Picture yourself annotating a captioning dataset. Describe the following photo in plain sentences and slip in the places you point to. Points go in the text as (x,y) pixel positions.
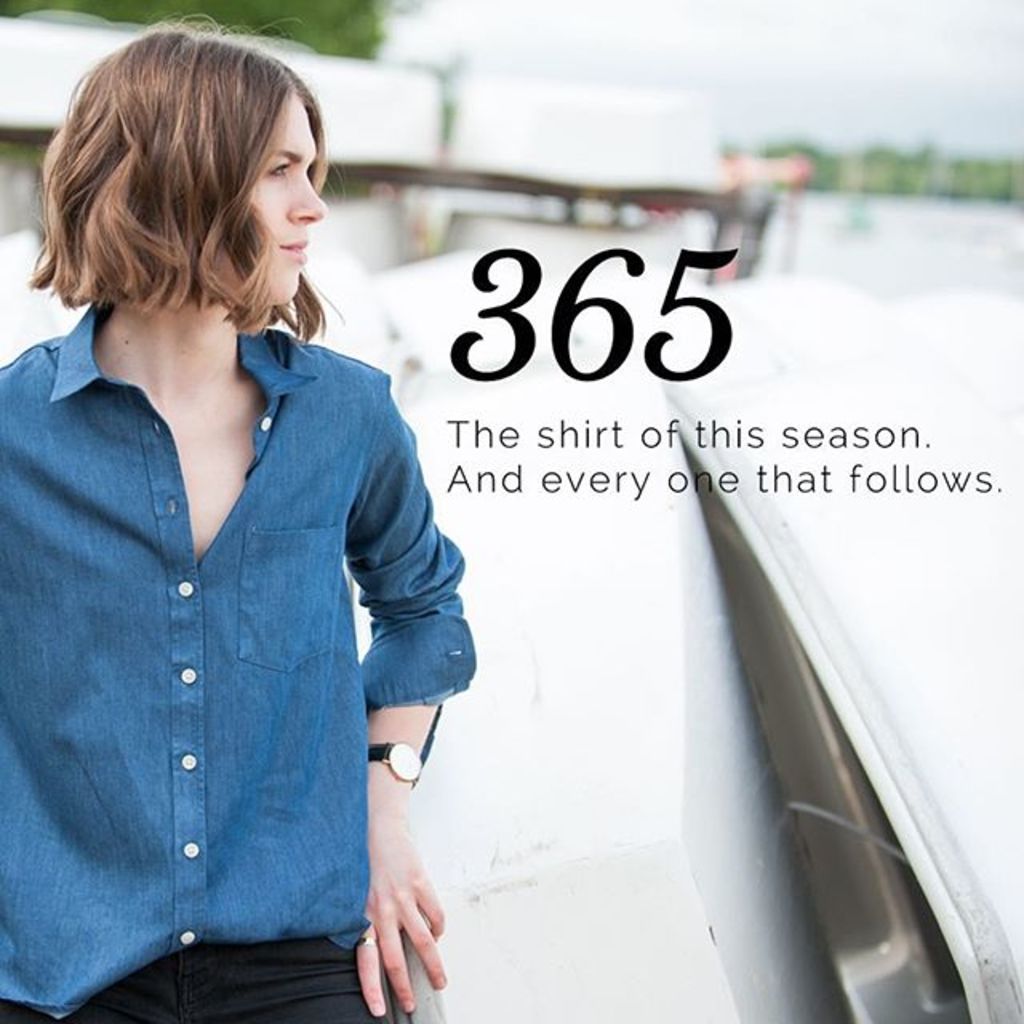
There is a woman (352,962) standing and wore shirt (282,681) and we can see text (478,444). Background (970,84) it is blur.
